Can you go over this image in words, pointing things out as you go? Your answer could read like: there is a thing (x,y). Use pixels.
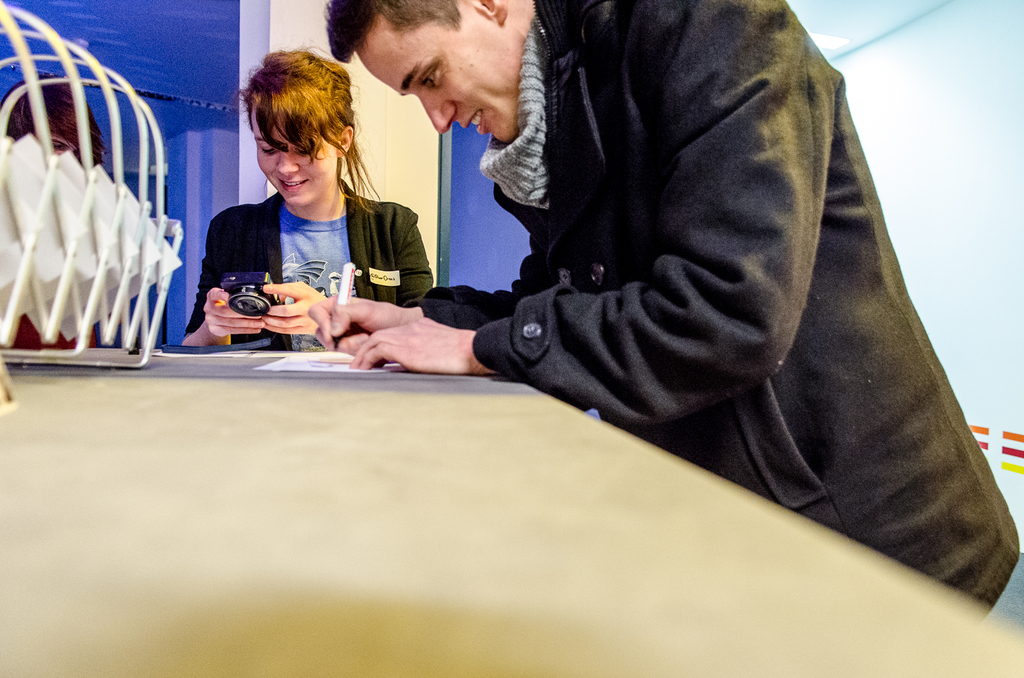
In this picture there is a man (613,314) standing and writing something on the paper (345,364) placed on the table (322,457). There is an another girl (308,229) standing beside him holding a camera (245,308) in her hand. Both of them were smiling. In the background (377,117) there is a wall (432,176) and in front of them there is a tissue papers (82,227) placed on the table (144,387).
